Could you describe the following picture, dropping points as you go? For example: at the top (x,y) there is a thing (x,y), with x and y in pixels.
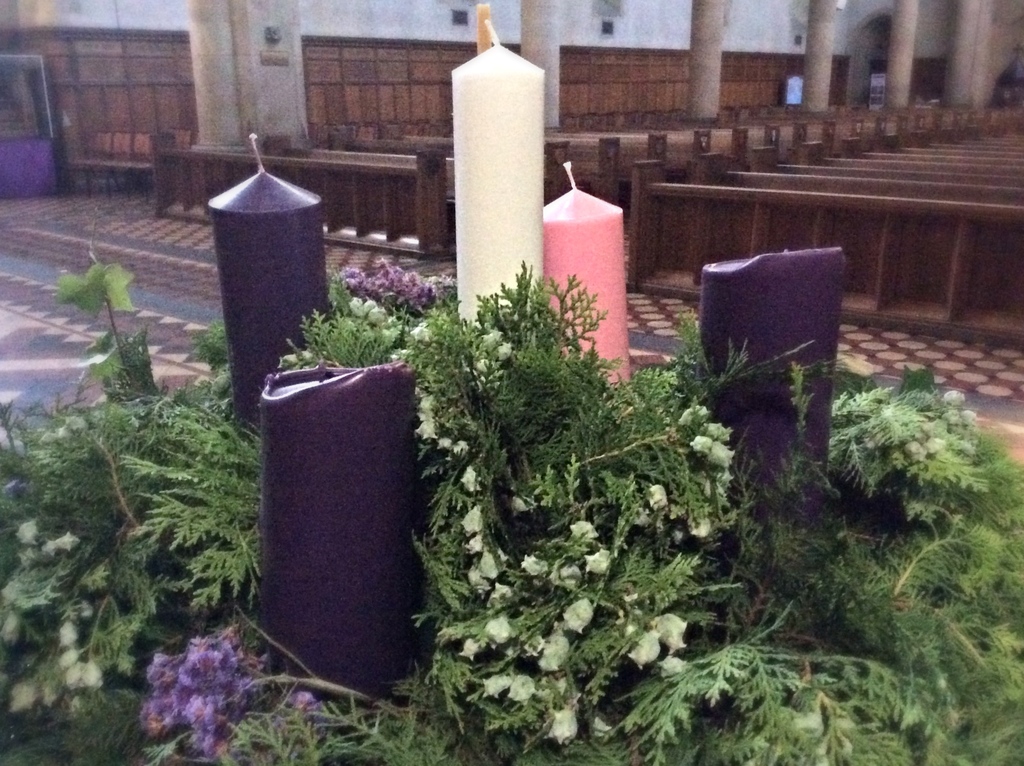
In this picture there is a inside view of the church (46,90). In the front (573,509) there are big candles (307,438) and some green plants (480,570). Behind we can see some wooden benches (877,195).
